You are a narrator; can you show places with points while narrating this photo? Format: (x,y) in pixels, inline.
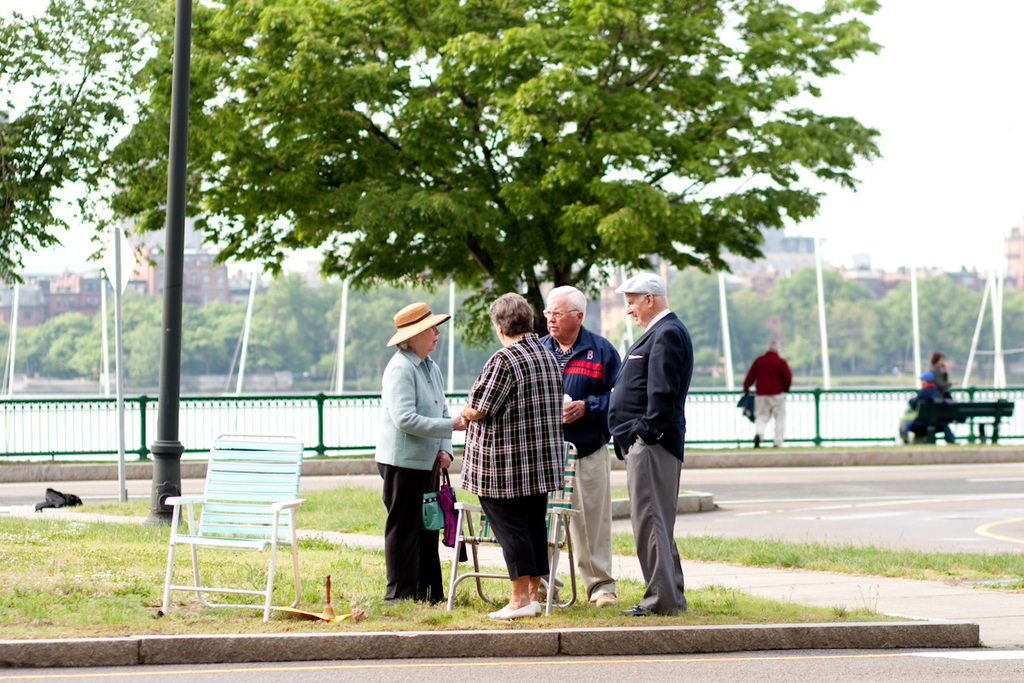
In this image we can see a few people (604,445), among them some people (524,477) are holding the objects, there are some chairs (197,590), poles (247,321), trees (230,312), buildings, water (109,437), fence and grass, in the background (300,271) we can see the sky (294,257).
